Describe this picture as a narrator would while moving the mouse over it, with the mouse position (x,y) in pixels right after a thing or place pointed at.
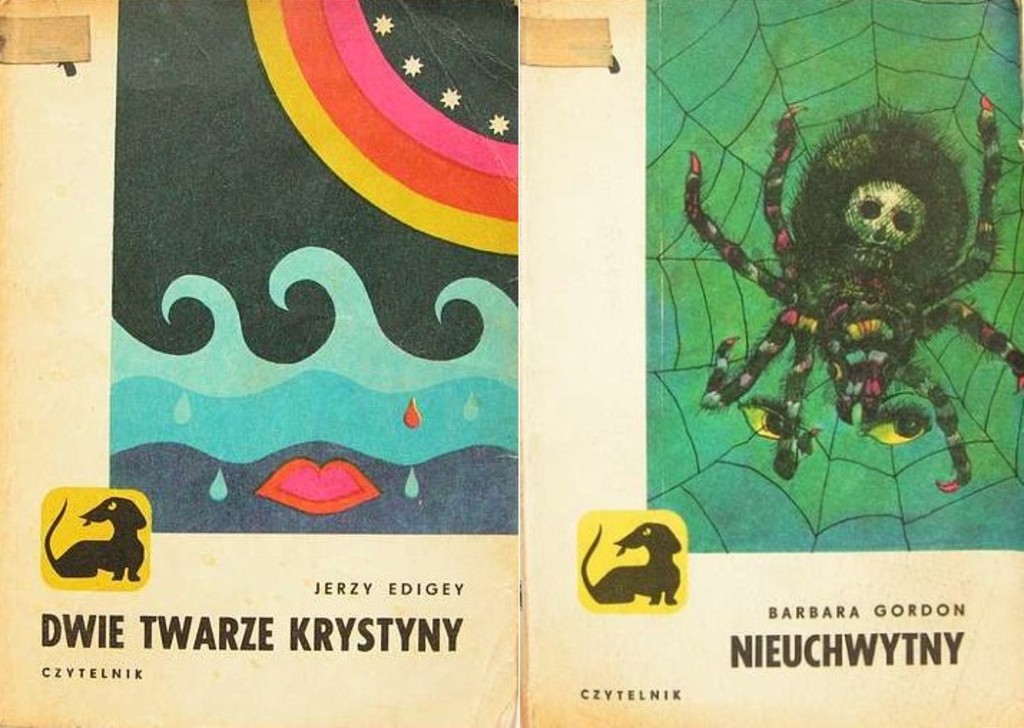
In this picture we can see some images (334,294) on the papers (317,539).
